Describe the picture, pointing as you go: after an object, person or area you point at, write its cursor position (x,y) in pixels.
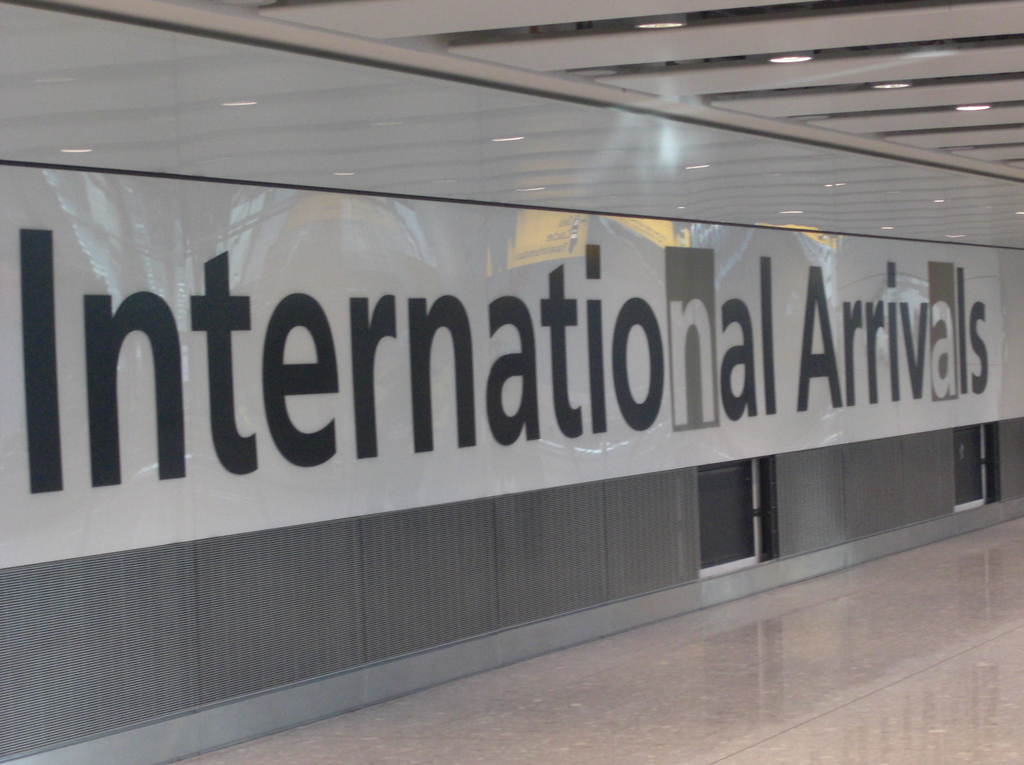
In this image I can see the wall (497,462). To the wall (406,452) there is a name international arrivals (505,422) is written on it. In-front of the wall (540,301) I can see the floor (635,650). In the top (872,28) there are lights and the ceiling (590,44).
